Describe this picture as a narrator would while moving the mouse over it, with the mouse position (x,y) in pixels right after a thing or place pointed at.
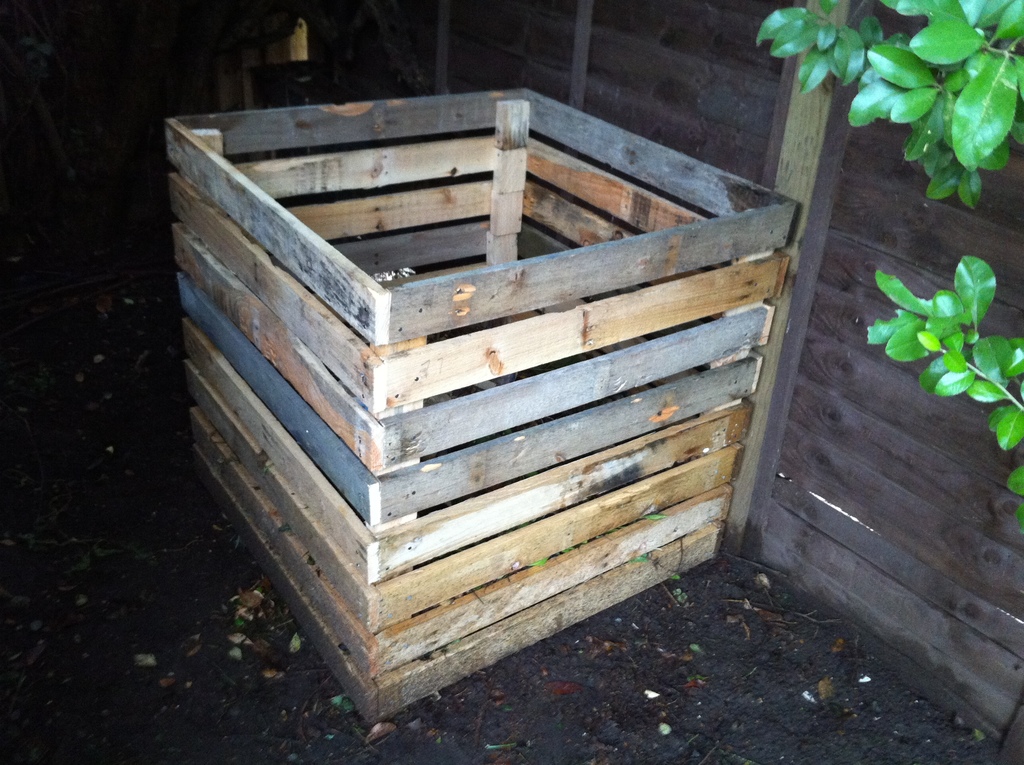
In this image in the center (456,415) there is a wooden box (443,360) and on the right side (977,272) there are leaves (974,41). In the background (580,62) there is a wall (601,50) and on the ground (222,693) there are dry leaves (266,674).
